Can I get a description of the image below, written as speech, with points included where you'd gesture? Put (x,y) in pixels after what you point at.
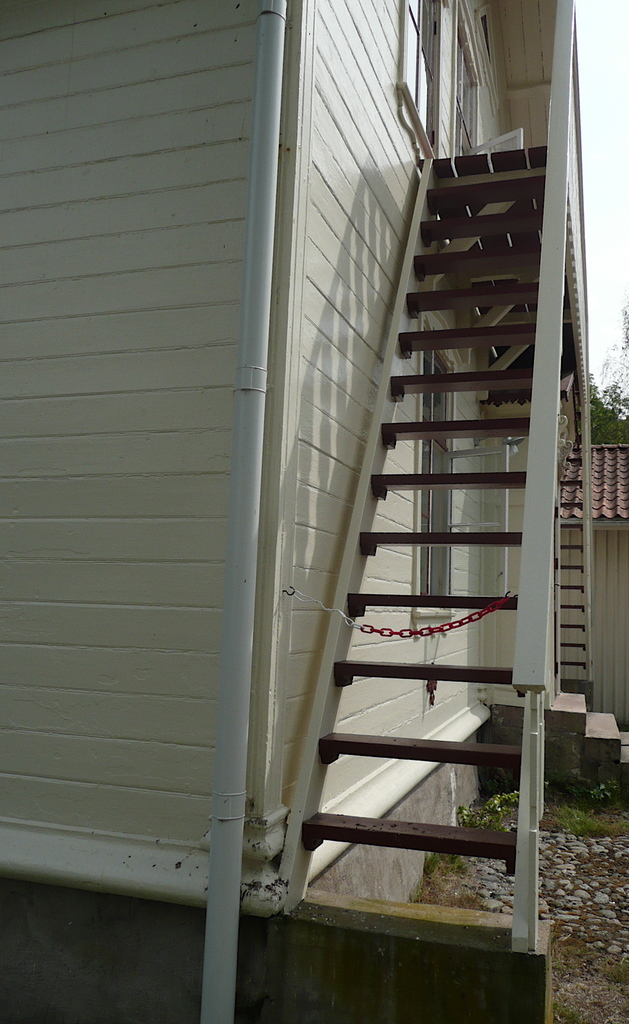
In this image we can see a building (274,362) with pipe (243,368) and steps (392,539). Also there is a chain (372,626).
